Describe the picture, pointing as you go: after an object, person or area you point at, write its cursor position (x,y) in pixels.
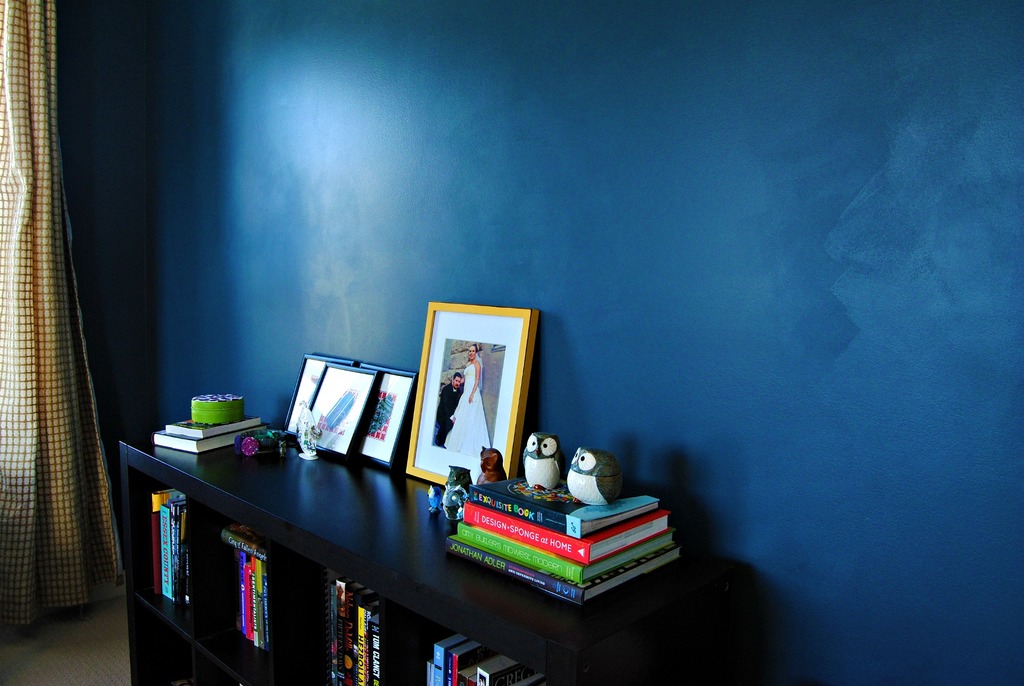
This picture is of inside. In the center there is a cabinet (327,520) containing books (255,627), on the top of it there is a photo frame (459,361) in which there is a picture (486,362) of a Woman (470,387) and a Man (452,389) and there are some books (564,548) and some toys (264,439) placed on the top of the cabinet (575,614). On the left (32,125) there is a curtain (40,216) and we can see the ground (92,646) and in the background (565,107) there is a blue color wall (838,397).
